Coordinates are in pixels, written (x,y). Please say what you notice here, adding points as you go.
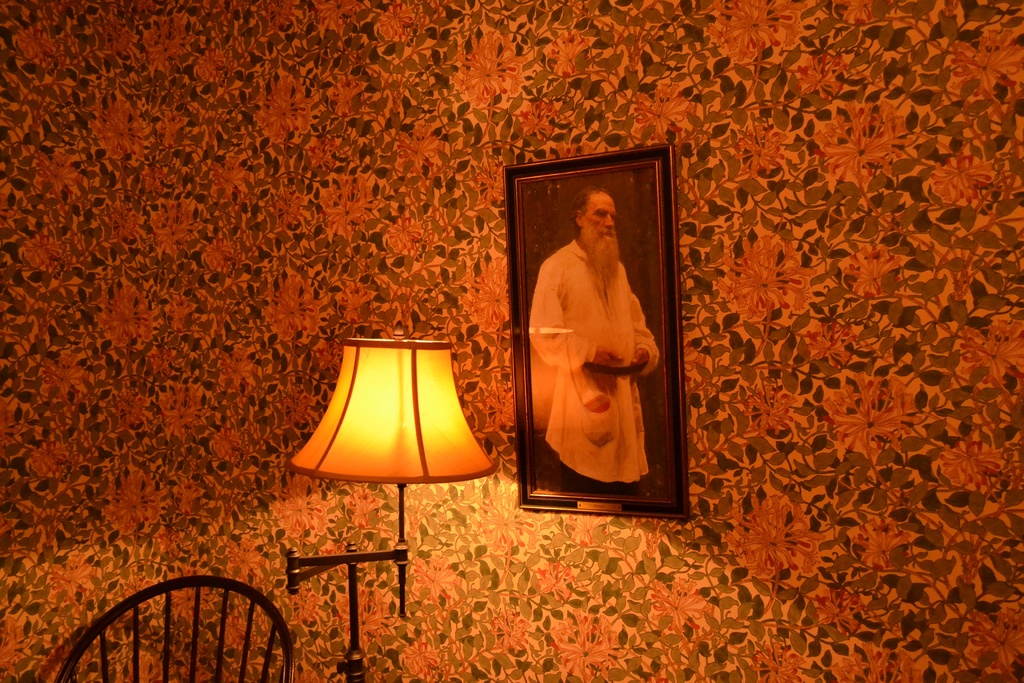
In this picture we can see a wall (789,513) in the background (758,576), there is a photo frame (629,475) where, we can see a lamp (381,449) and a chair (184,620) here.
